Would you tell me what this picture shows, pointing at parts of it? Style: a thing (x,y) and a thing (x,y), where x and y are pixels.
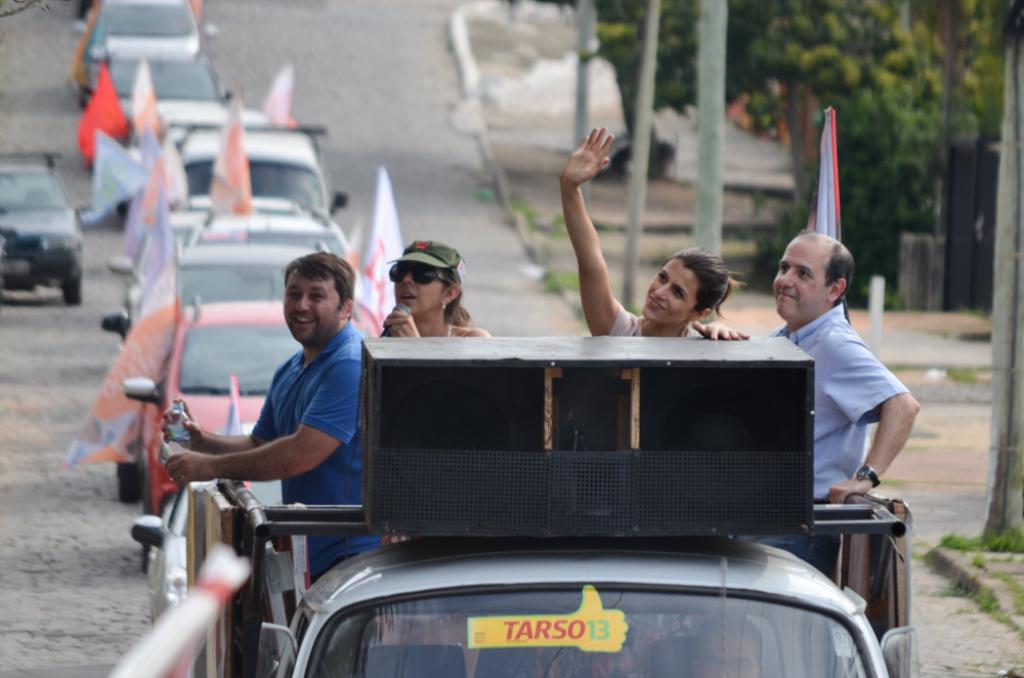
In this image, we can see few people (330,398) are riding a vehicle (585,581). Here a woman (439,329) is holding a microphone (403,310) and three persons (267,437) are smiling. Background (771,137) there is a blur view. Here we can see few vehicles (180,320) on the road (71,405). On the right side of the image (701,187), we can see poles (1022,302), grass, plants (785,213) and road (510,253). Here there are few flags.
